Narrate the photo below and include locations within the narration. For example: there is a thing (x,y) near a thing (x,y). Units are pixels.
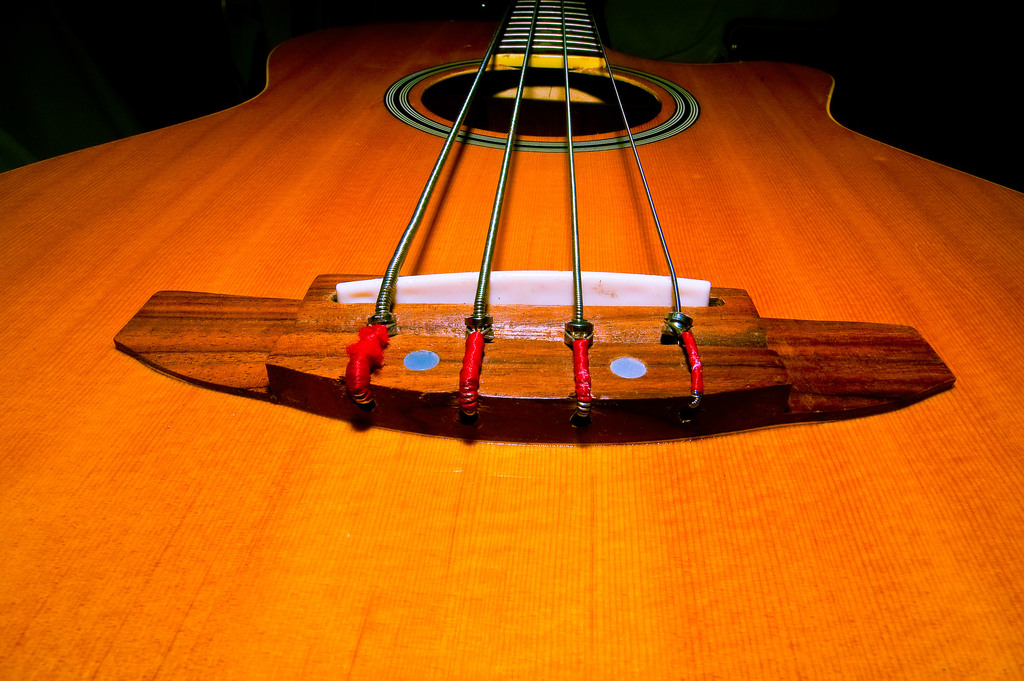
In this picture there is a guitar (226,371) with four strings (657,224) and a music hole (521,136). And the guitar (521,149) is in brown color.
